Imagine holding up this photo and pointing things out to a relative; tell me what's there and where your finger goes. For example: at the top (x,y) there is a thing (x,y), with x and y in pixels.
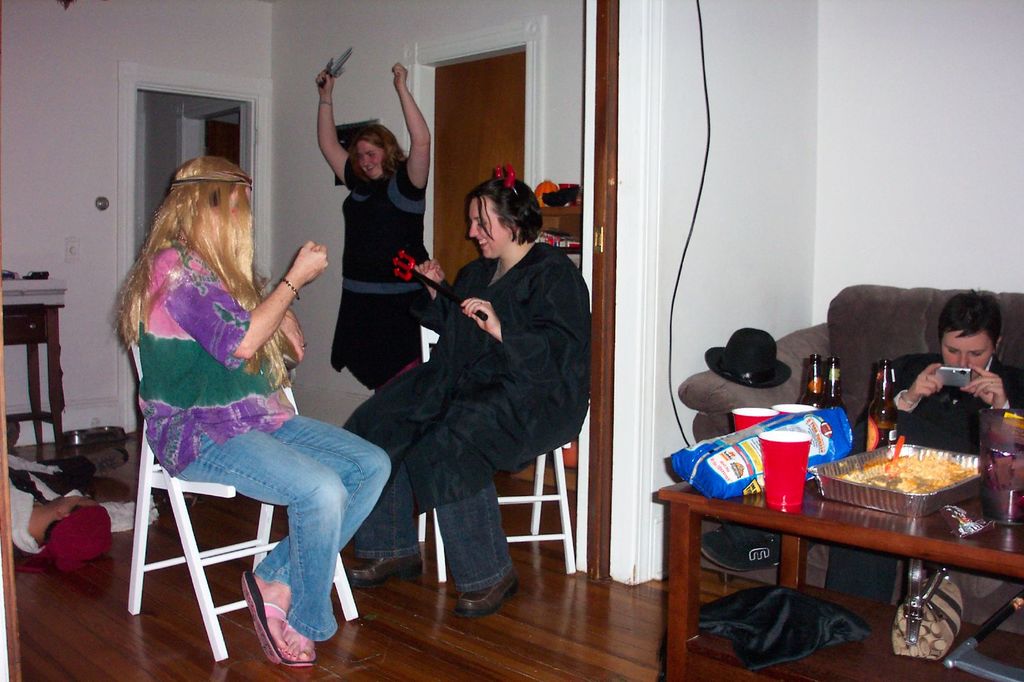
In this image, we can see few people (545,323). Few are sitting. Here a woman (364,215) is standing. Here we can see two women (505,268) are holding some objects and smiling. At the bottom (567,655), there is a wooden floor (537,653) and black object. Here a person (73,548) is lying on the floor (70,589). Background (707,279) there is a wall (659,294), doors (448,178), few things (562,187) and table (17,299). On the right side (997,377), we can see a person (901,377) is holding a camera (966,377). Here we can see some packet (839,451), tray (943,500), bottles (891,386), glasses (1023,499) and hat (784,367).
